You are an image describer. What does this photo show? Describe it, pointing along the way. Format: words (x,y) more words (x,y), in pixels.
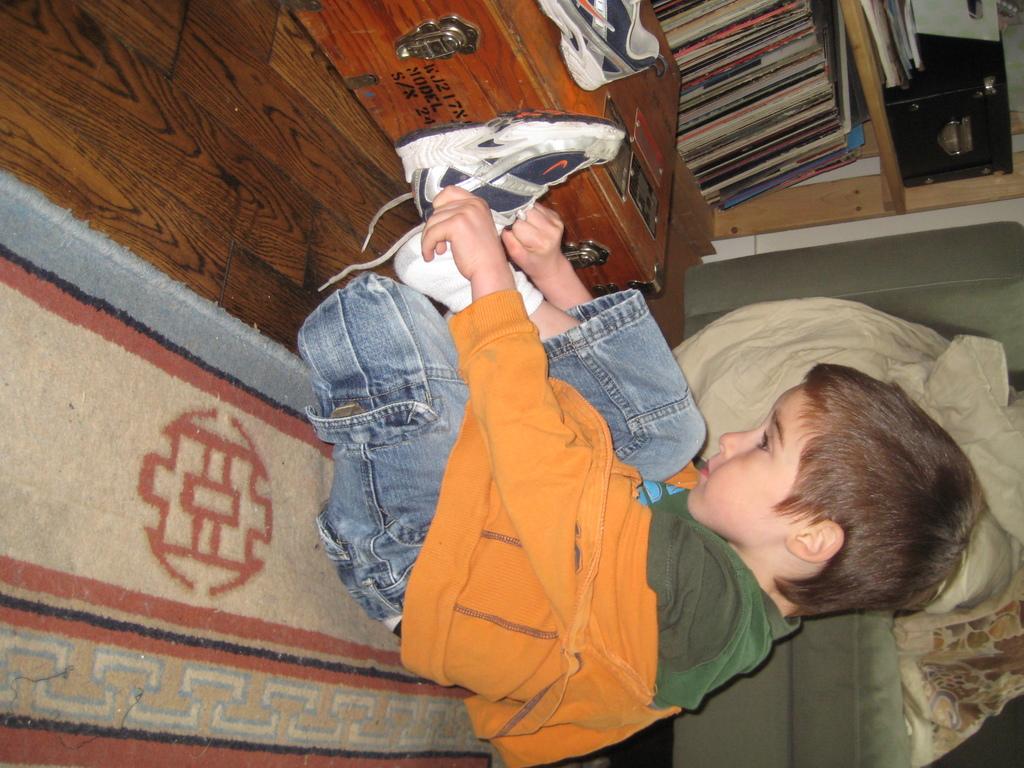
In the image we can see a child (504,556) sitting, wearing clothes (427,508) and shoes (383,261). Here we can see carpet (237,450), wooden surface (208,173) and a wooden box (379,70). Here we can see the couch (915,660), books (803,155) and other objects (924,141) kept on the shelf (883,154).
